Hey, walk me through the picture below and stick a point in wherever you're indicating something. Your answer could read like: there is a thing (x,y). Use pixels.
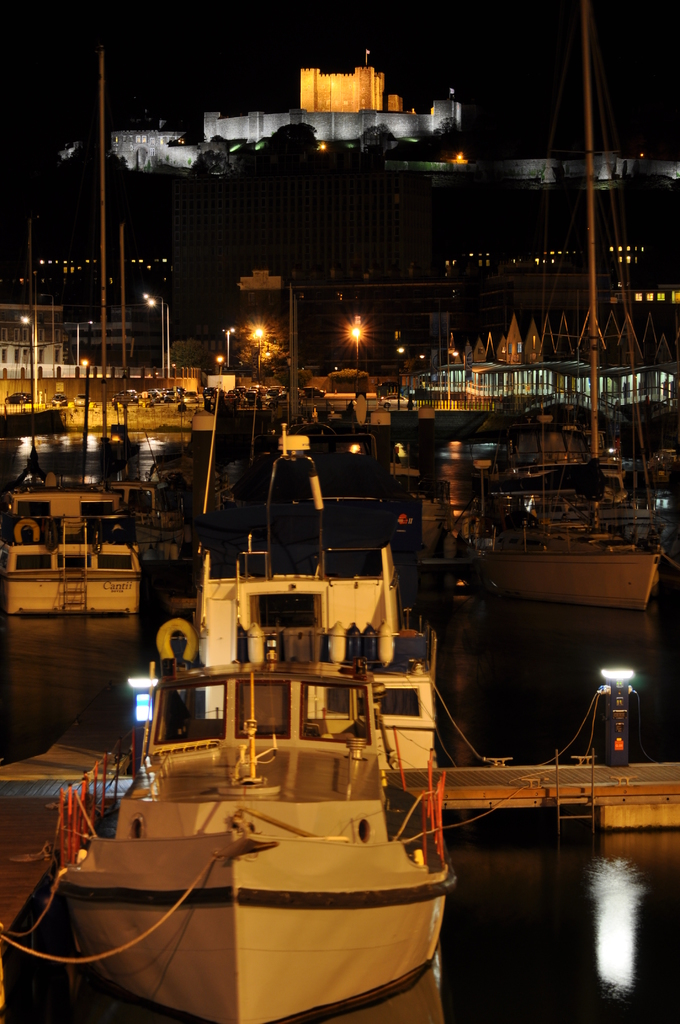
Here we can see a ship (249,707) on the water (105,673) at the platform (18,810) and we can also see ropes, poles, light (144,714) on the ship (223,729) and other objects (250,655) and there is a light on a platform (630,773). In the background (272,426) image is dark but we can see ships (28,507), poles (102,100), metal objects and buildings (408,202).
